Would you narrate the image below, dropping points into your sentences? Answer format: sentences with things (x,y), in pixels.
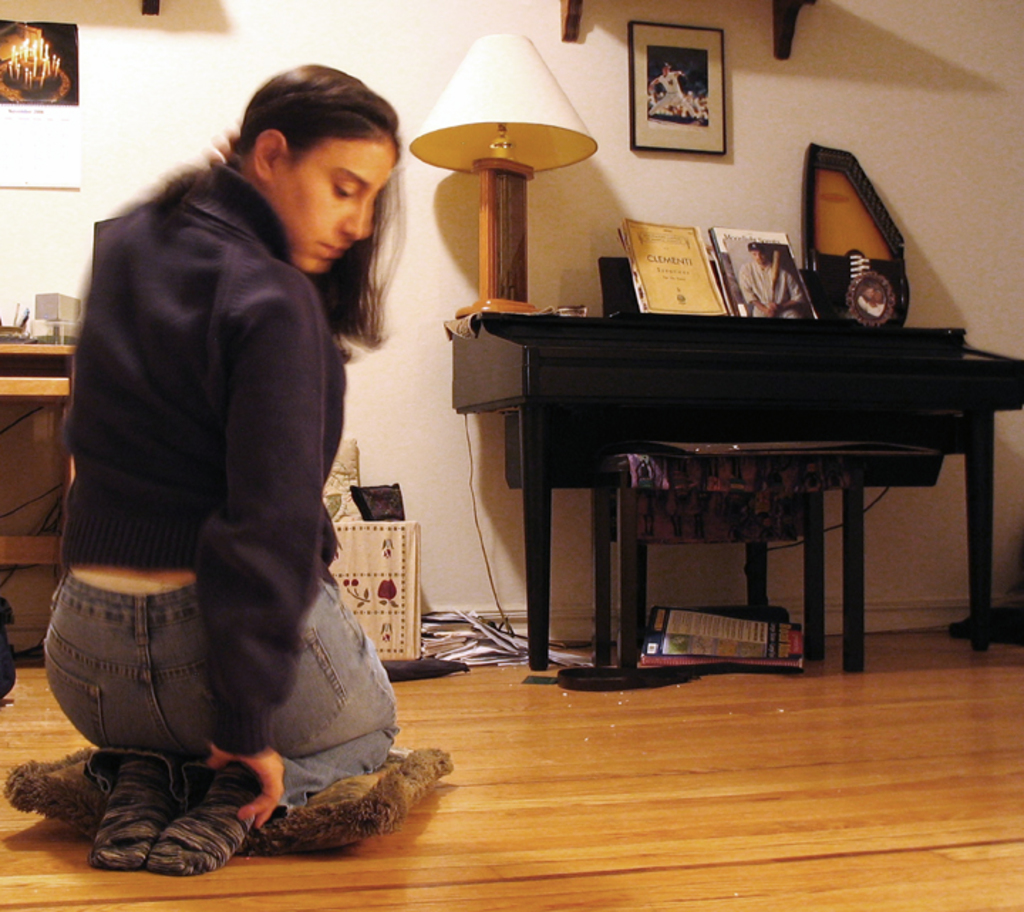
In this picture a woman (342,399) is seated on the floor (643,807) in front of her we can find a light (494,260), books (723,280) and a zither (817,183) on the piano (859,357), and also we can see couple of wall posters (680,62) on the wall (360,22).
